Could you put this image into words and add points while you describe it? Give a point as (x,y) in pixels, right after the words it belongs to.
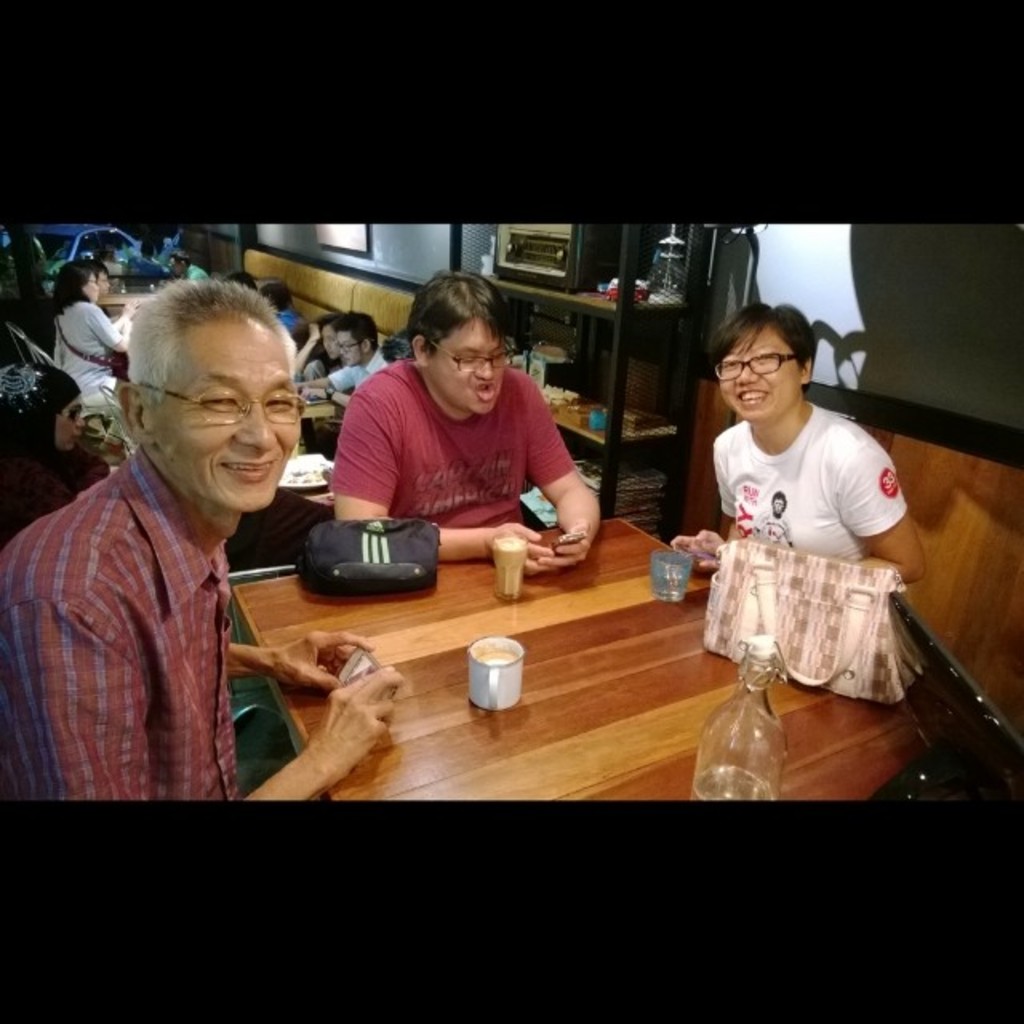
There are three people (460,448) in the image. On the left side (182,701) we can see a man (192,626) who is smiling, holding his mobile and he is also having his glasses (218,407). On the table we can see a bag (381,546), a coffee cup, glass (671,565), handbag (769,596) and a bottle (758,690). In the background (81,360) we can see a woman (75,339) who is sitting, there is a shelf (630,277) which is attached to the wall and in the background (53,284) we can also see a car (48,257).
